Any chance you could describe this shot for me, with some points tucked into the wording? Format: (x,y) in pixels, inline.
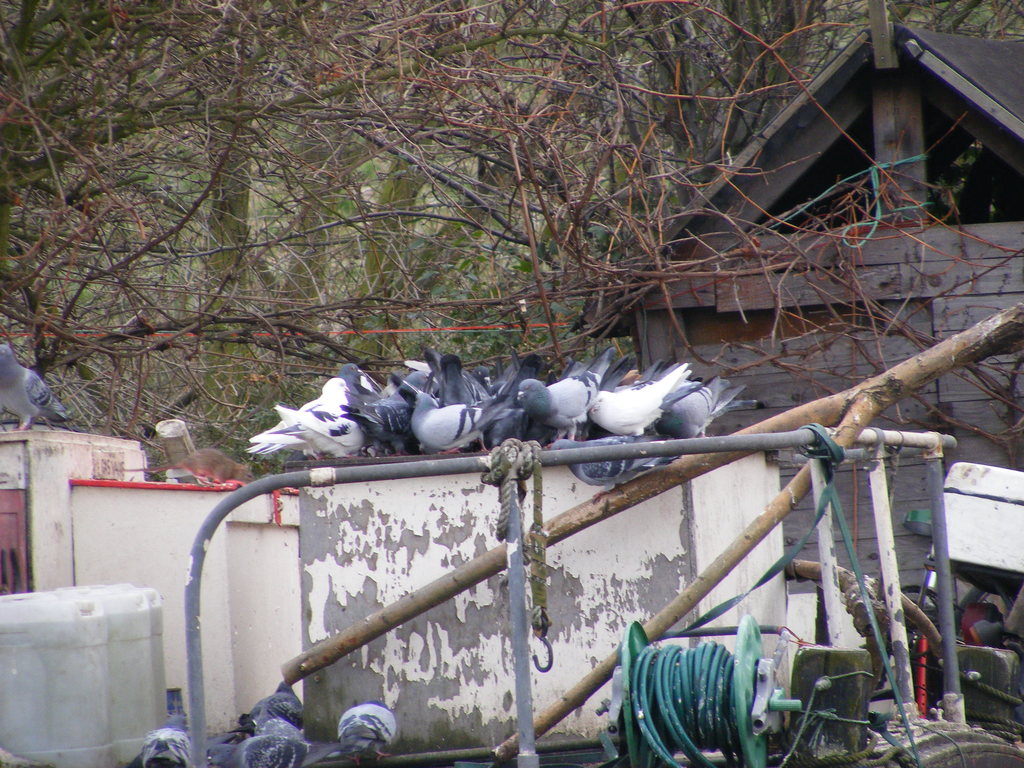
In this image there are birds (399,411) present on the water tanker (486,655). In the background (584,148) there is a house (894,195) and also dried trees (353,237). On the left (96,727) there are two white color tins (130,697). Green color pipe (700,719) is visible at the bottom (679,711).
